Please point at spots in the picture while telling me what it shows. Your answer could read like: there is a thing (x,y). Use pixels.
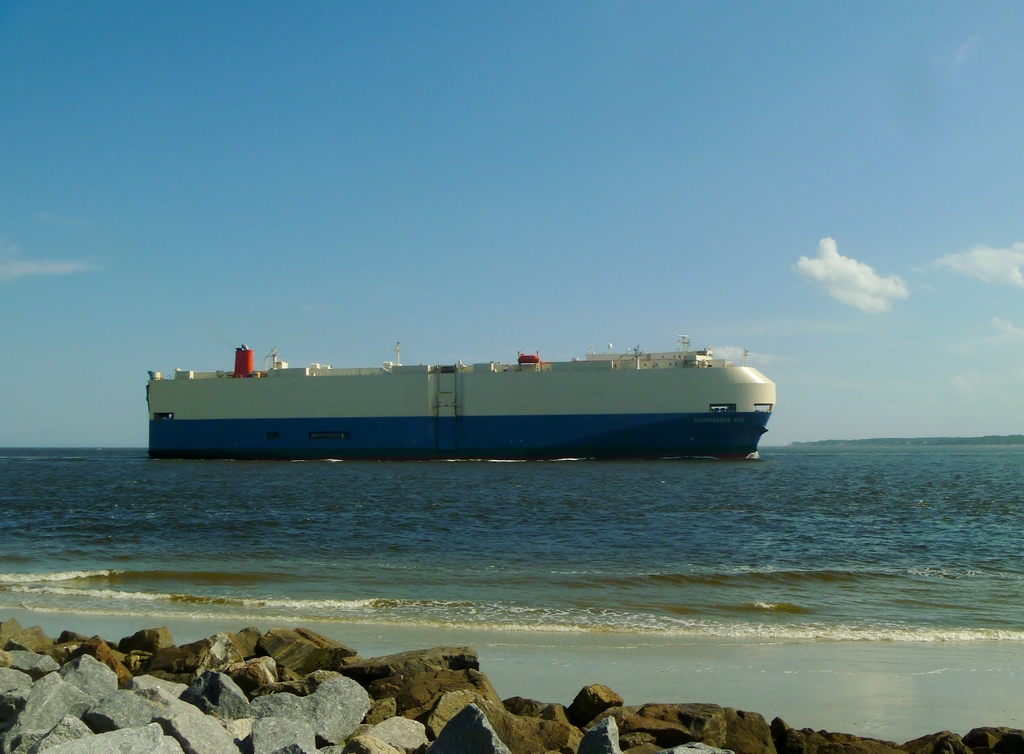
In the background (594,184) we can see the clear blue sky (699,183) with clouds (903,290). In this picture we can see the ship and water (741,487). Near to the sea shore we can see stones (488,700).
